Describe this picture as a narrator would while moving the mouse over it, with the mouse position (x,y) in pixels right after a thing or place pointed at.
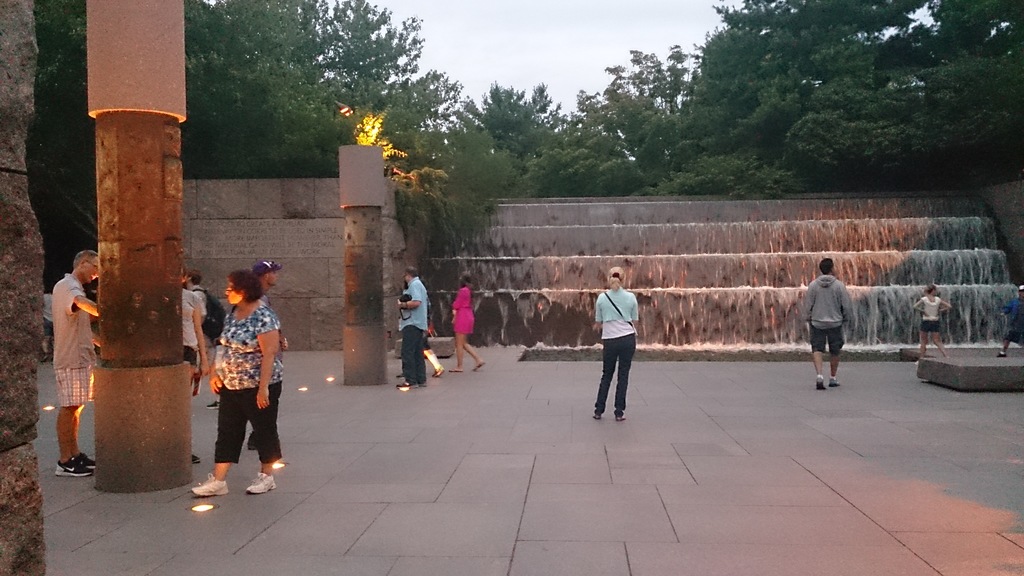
This image is clicked outside. There are trees (586,145) at the top (783,125). There is sky (530,62) at the top (483,66). There are waterfalls (714,332) in the middle (666,321). There are so many persons (81,267) standing in the middle (628,298).
